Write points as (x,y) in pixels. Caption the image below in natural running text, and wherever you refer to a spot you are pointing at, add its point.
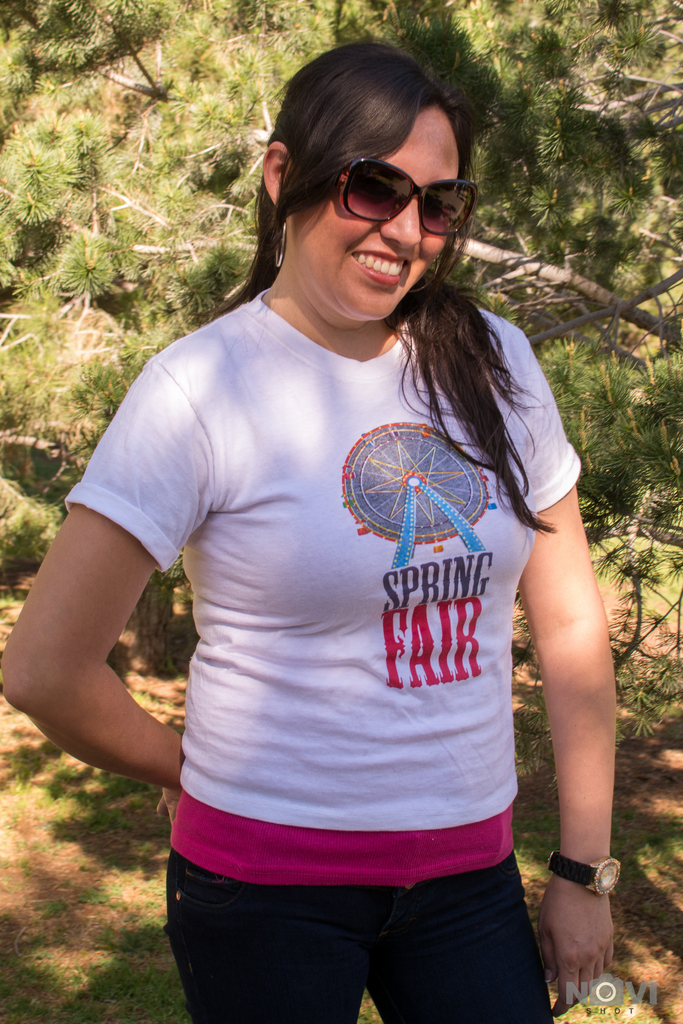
In this picture there is a woman (416,348) with white t-shirt (234,373) and goggles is standing and smiling. At the back (20,361) there is a tree (449,75). At the bottom (149,912) there is grass (59,917) and mud (33,923). At the bottom right (616,995) there is text (610,989).
